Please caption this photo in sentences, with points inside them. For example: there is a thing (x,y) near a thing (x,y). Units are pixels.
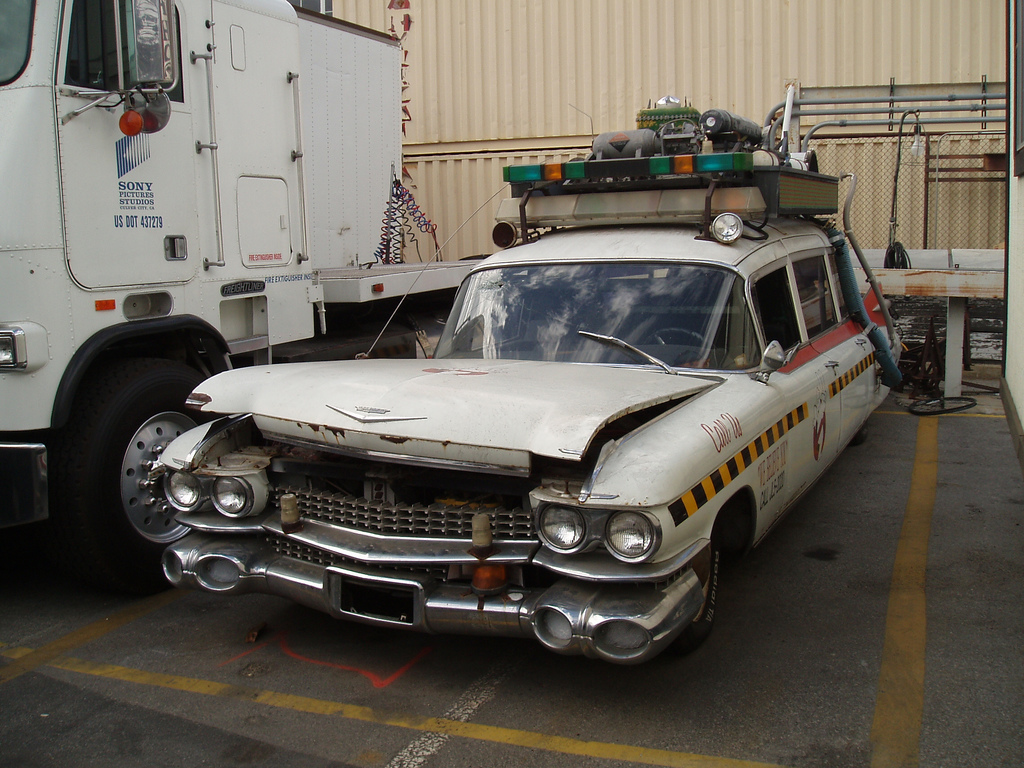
These are the vehicles (379,419), which are parked. I can see few objects (617,219), which are kept at the top of a car (696,242). In the background (609,53), that looks like an iron container (556,98).
